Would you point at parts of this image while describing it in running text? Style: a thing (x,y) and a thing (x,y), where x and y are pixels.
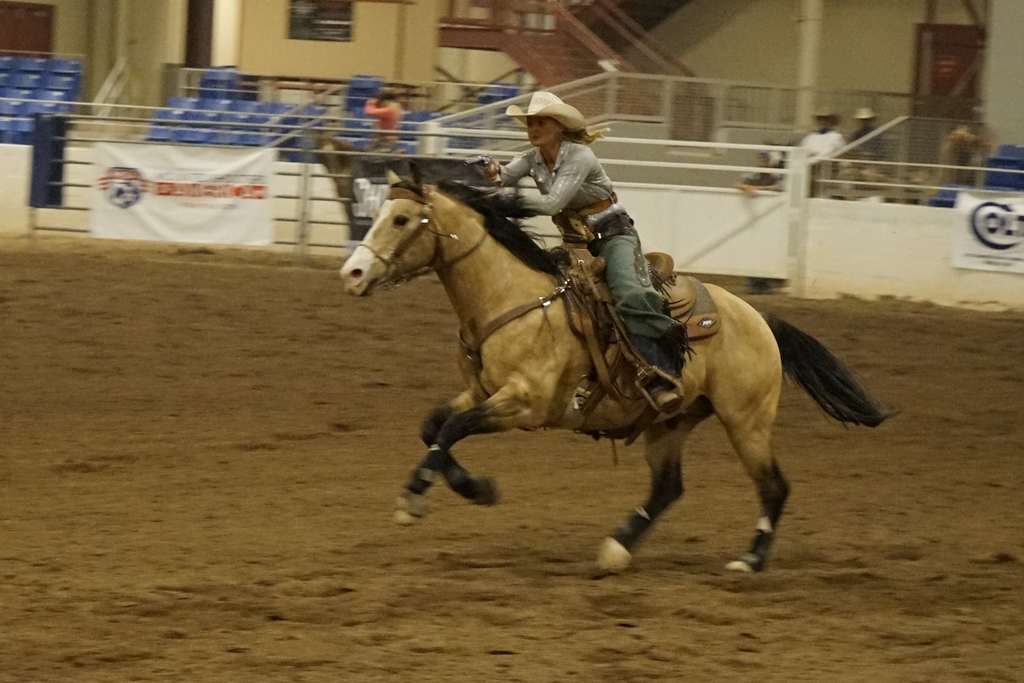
In this image we can see a person (545,183) wearing hat (533,96) is riding a horse (531,382). In the back (682,190) there is a wall (295,182). Also there is railing (639,76). And there are banners (159,202). And we can see few people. And there is a building (243,5). And there are steps (578,46) with railings (577,86).
